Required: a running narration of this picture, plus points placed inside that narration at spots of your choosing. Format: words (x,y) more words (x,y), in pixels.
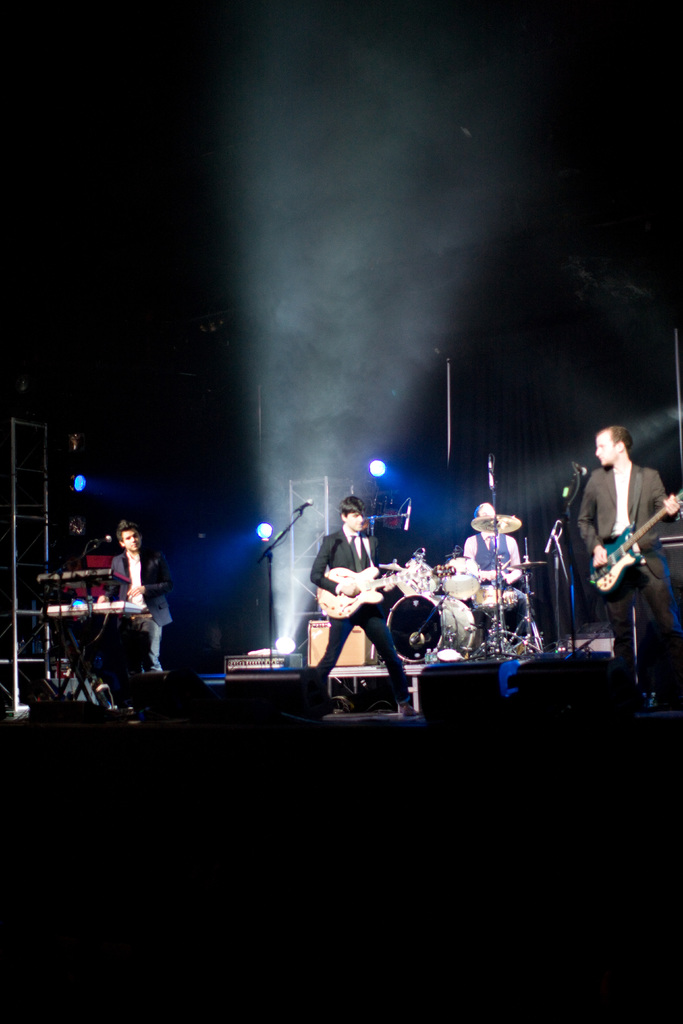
This picture describes about four people (631,582) they are all musician (339,631), in front of them we can find some musical instruments (430,582). In the background (384,463) we can see lights (374,463).
